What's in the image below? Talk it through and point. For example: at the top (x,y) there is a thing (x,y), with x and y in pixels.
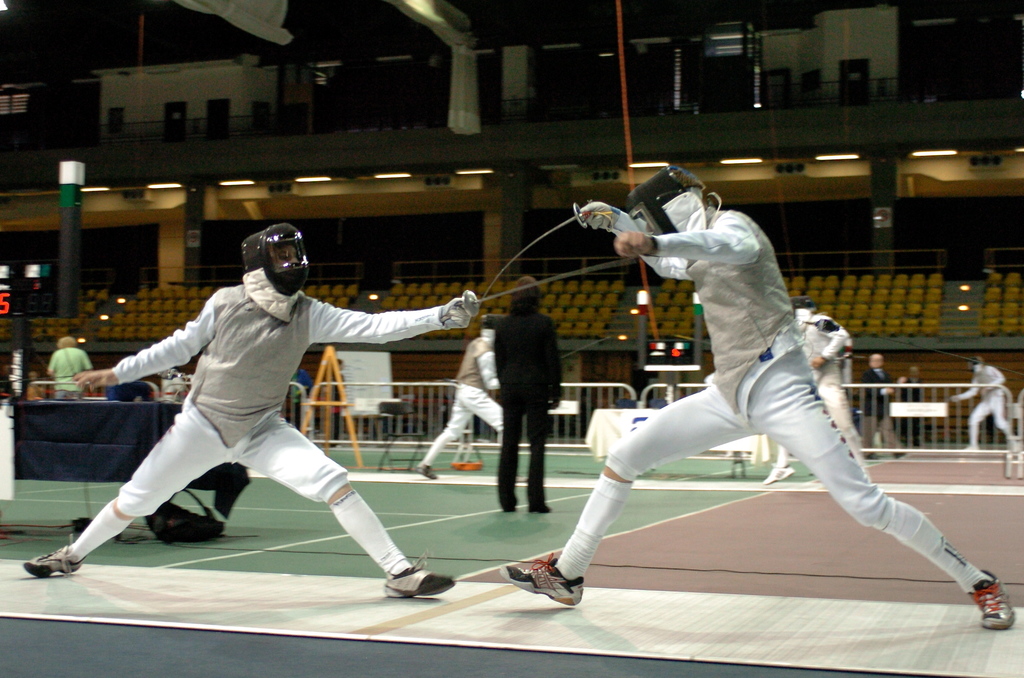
In this image we can see persons (185,477) fighting with swords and some persons (530,426) standing on the floor (496,479). In the background (540,109) we can see railing (213,121), pillars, seats (33,331) and electric lights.
